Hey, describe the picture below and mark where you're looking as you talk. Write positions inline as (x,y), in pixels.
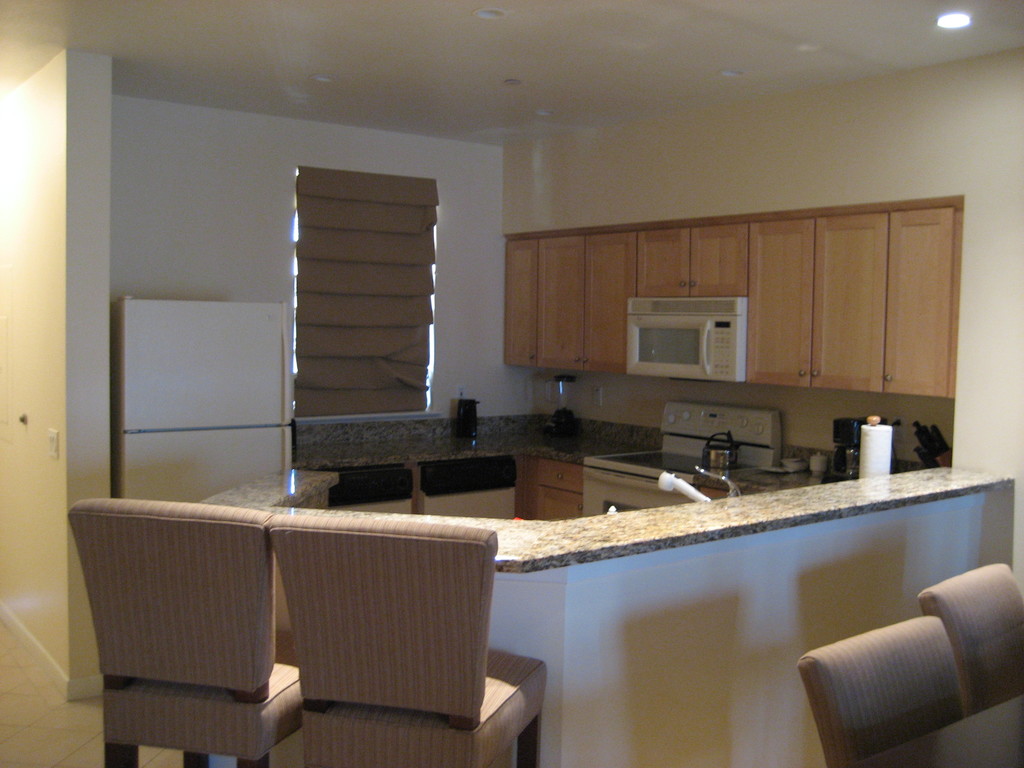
In this picture we can see chairs (502,755), here we can see a wall (807,568), cupboards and some objects (341,490) and in the background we can see a roof (784,6).
